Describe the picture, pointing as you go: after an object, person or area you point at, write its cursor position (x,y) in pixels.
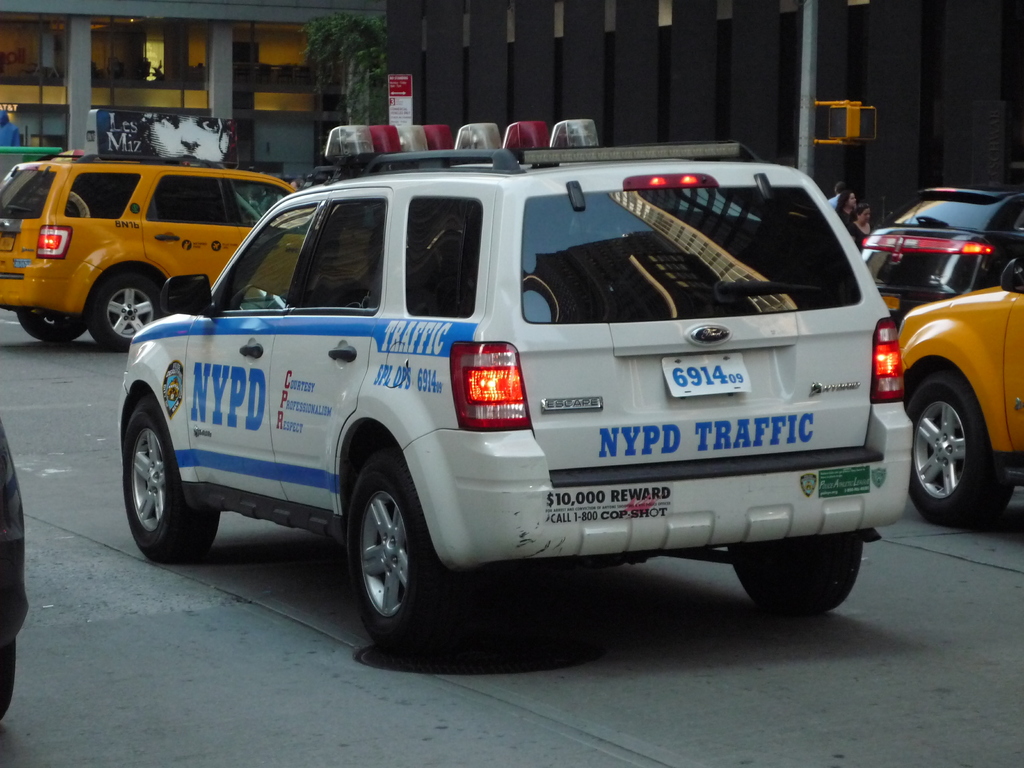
In this image there is a traffic police car (499,378) in the road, there is a building (139,47), there is a plant (370,73), there is pole (807,86), there is a traffic light (851,119) attached to the pole (807,116), there are persons (855,200), there are cars (177,204).
